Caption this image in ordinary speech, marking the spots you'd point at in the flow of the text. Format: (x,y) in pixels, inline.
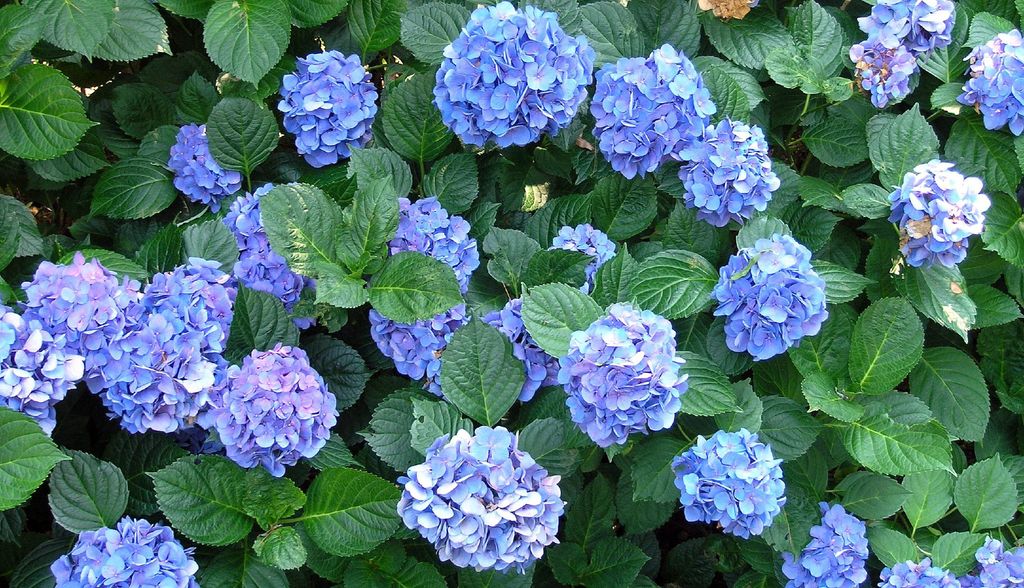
In this picture I can see purple color flowers (536,538) on the plants (897,443). In the bottom right (872,417) I can see some green color leaves (897,408).
